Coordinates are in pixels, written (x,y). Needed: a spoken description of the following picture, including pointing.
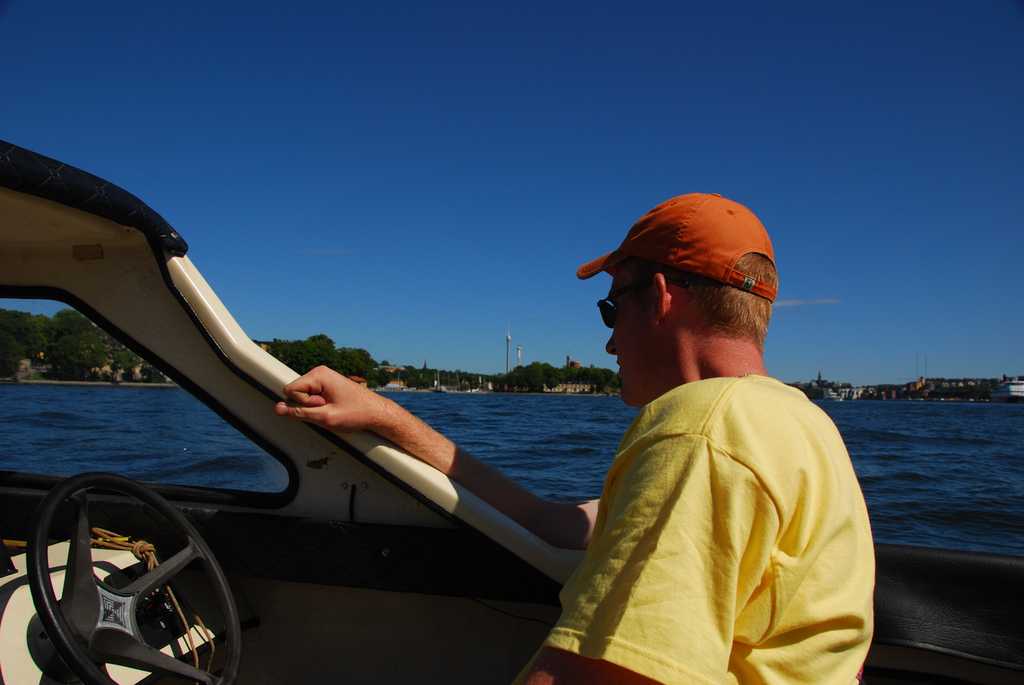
In this image I can see steering (88,485) of a boat (283,529). I can also see a man (721,485) and I can see he is wearing yellow t shirt (691,468), shades (607,311) and an orange cap (625,256). In background (543,381) I can see water (875,487), number of trees (301,368), few poles (509,361) and the sky (325,183).
